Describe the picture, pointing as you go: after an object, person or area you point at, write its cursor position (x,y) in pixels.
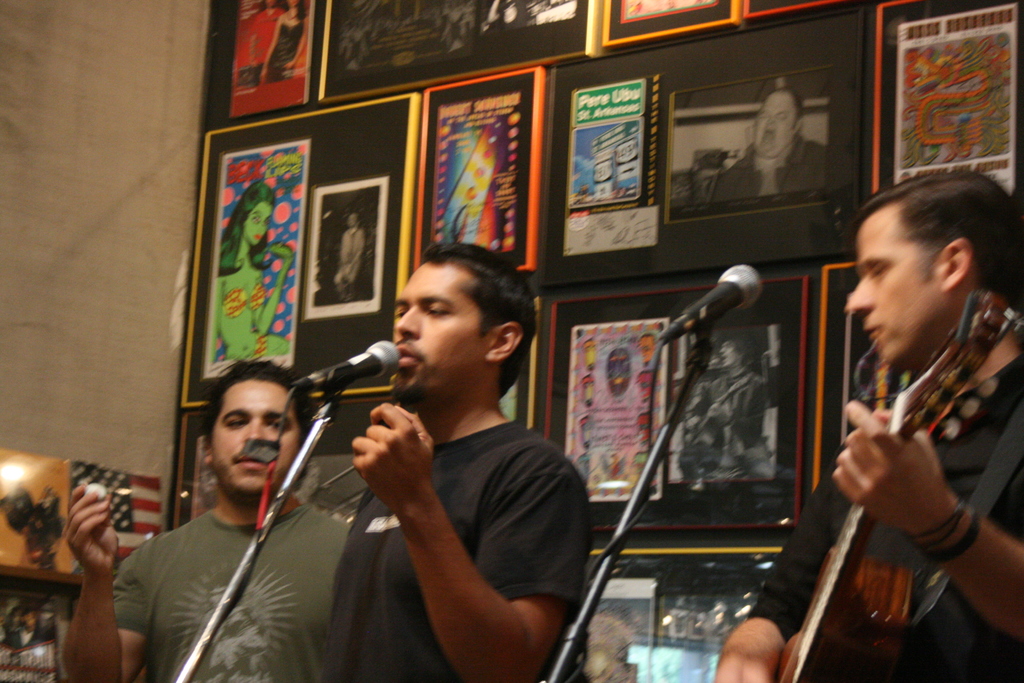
In this image we can see three person's (529,563), a person (81,495) is holding an object (98,492) and a person (873,432) is playing a guitar (855,526), there are two mics (690,320) in front of them and behind them there is a wall (658,113) with picture frames (647,142) and on the left side (137,518) there is a flag (113,483) and a picture frame (38,484) on the shelf (36,641).
